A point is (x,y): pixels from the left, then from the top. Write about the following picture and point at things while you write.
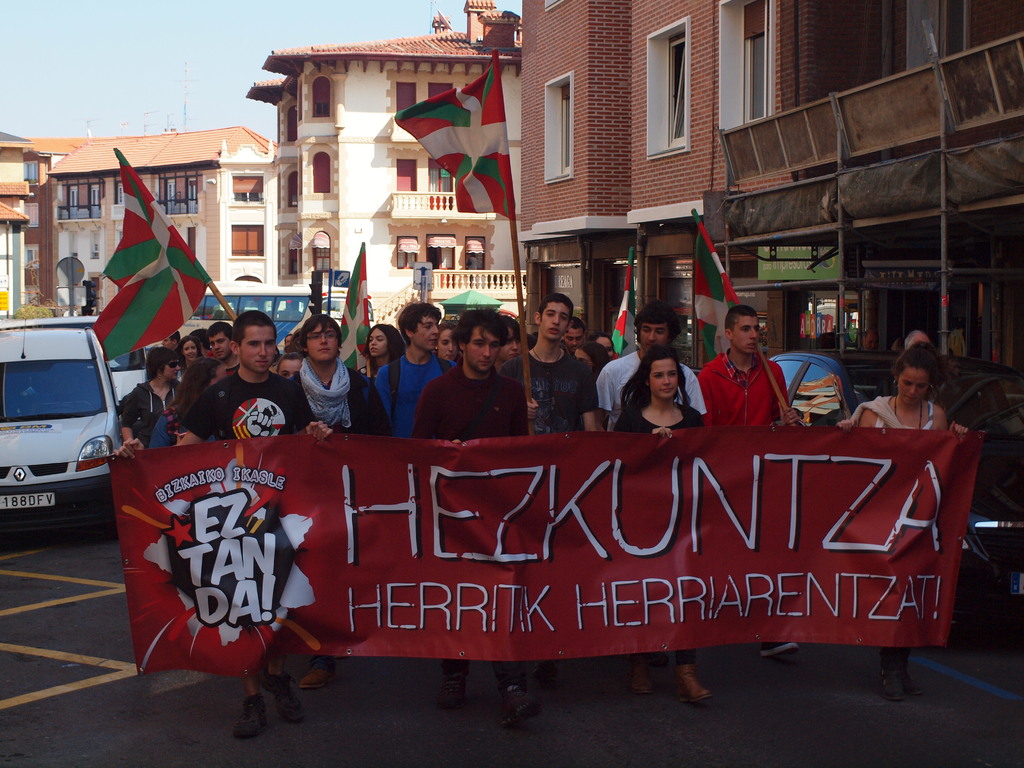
In this picture we can see some persons (249,716) standing on the road (84,700). This is a vehicle (76,478) on the road (69,678). On the background (442,28) we can see some buildings (687,182). This is the sky (159,68) and these are the flags (720,328).
